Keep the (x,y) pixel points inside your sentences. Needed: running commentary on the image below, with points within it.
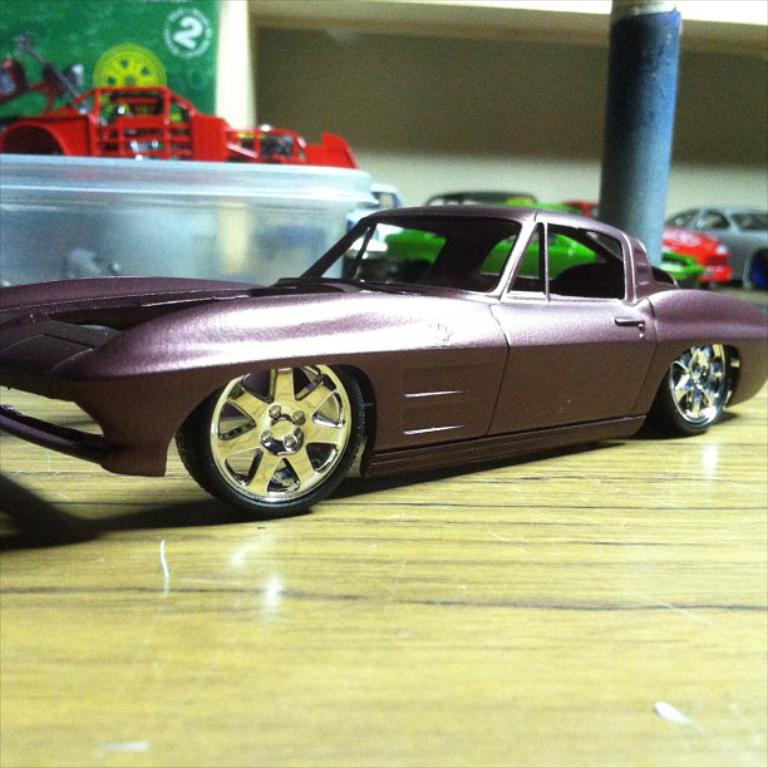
At the bottom of the image (42,565) on the wooden surface (720,451) there is a toy car (361,302). Behind that there is a bowl (212,175) with toys (251,137) and also there are few toy cars (723,244) in the background (723,244). And also there is a pole (621,219).
